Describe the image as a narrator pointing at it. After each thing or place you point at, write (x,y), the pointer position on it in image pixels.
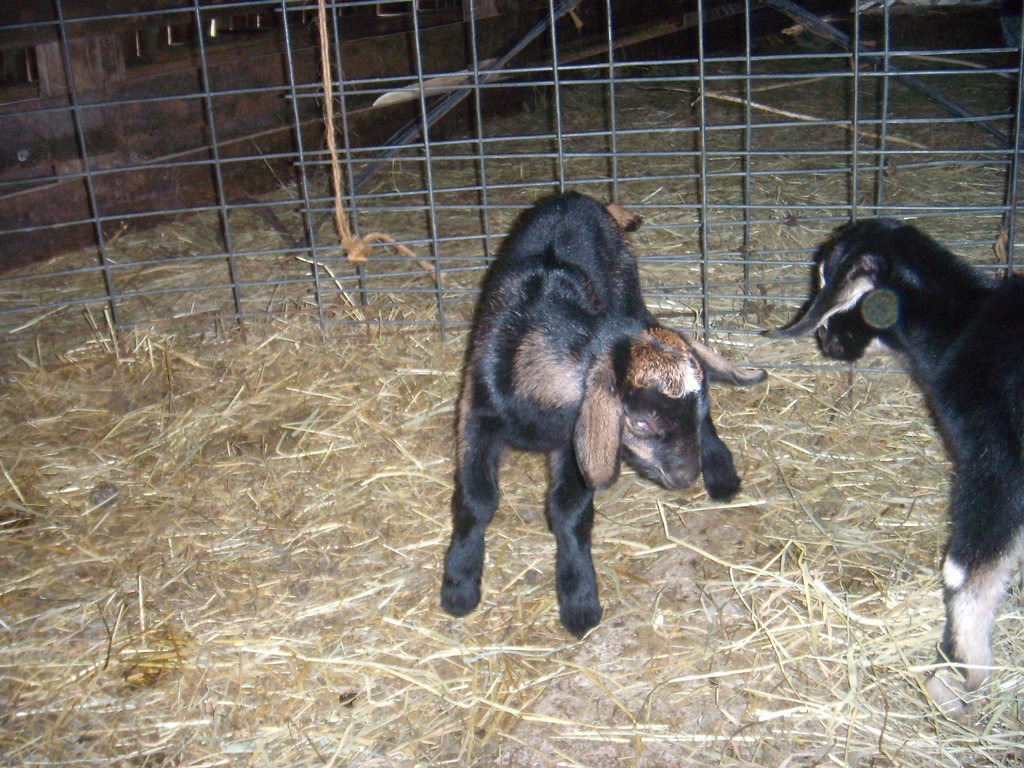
In the image we can see there is a dry grass (442,538) on the ground (367,522) and there are two black colour baby goats (859,277). Behind the baby goats (568,237) there is a fencing (615,126) which is of iron (213,154).
